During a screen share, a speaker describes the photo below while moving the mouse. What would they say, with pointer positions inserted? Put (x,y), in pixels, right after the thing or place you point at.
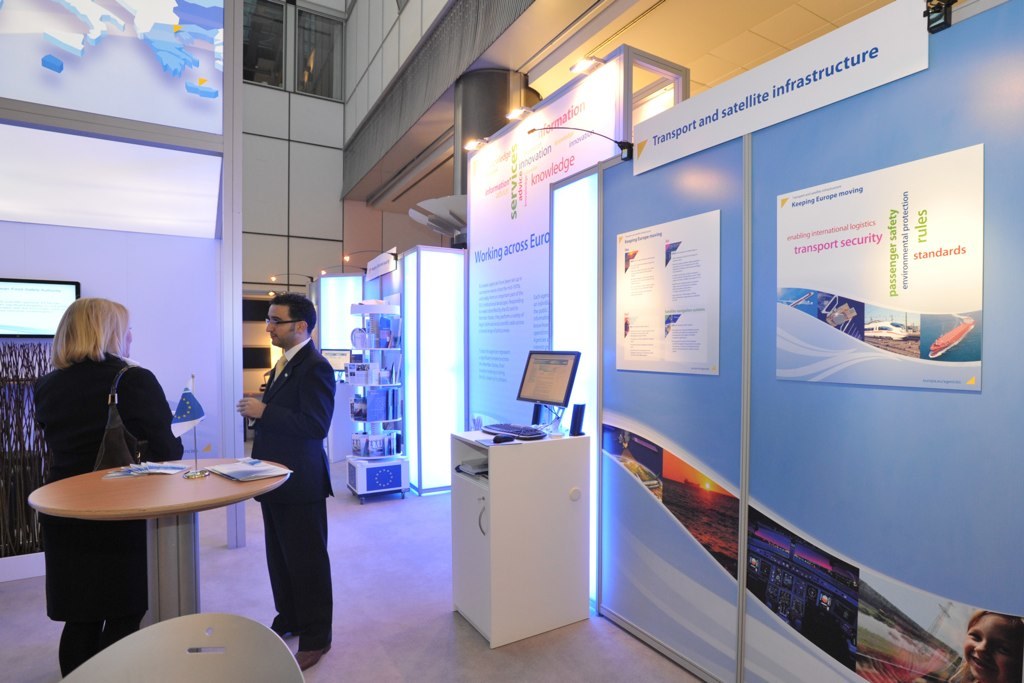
This picture describe about the inside view of the showroom (430,640) in which a woman (79,574) wearing black coat (90,410) with hand bag (109,432) is standing beside the table (147,484) and discussing with the man (315,464) wearing black coat (301,369) and shoe (308,652). Behind we can see the computer desk (554,441) and some banner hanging on the wall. On the top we can see the glass window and some spot lights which are falling on the banners (697,366). On the bottom of the flooring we can see some shelves (367,419) in which some files (378,409) and box (363,466) are placed.
